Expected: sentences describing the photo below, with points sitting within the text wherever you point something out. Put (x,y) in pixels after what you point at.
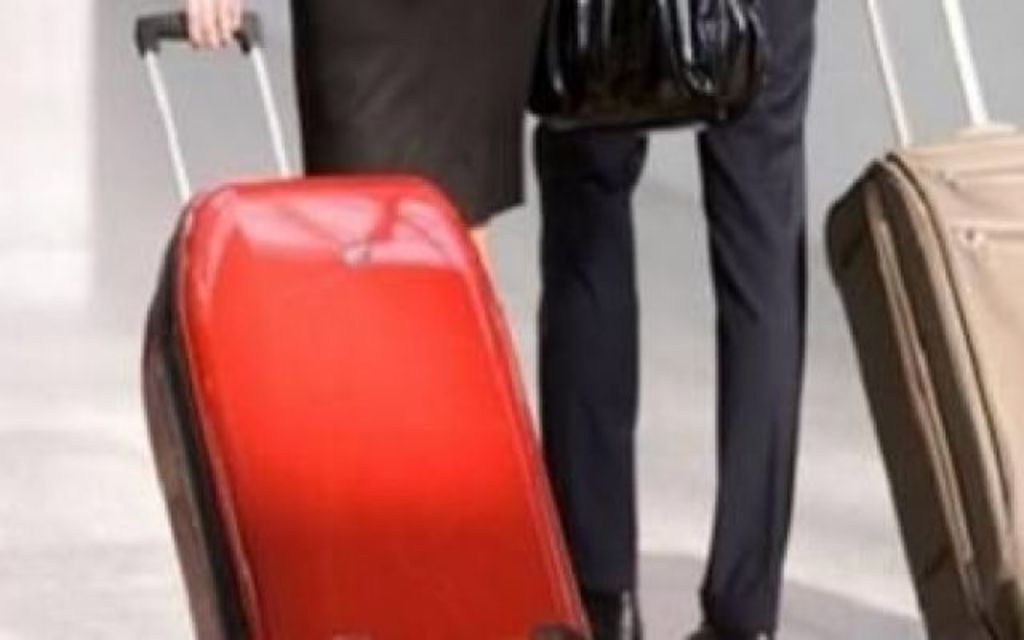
In this image, we can see a human legs (767,332) and human hand (212,15). The left side human (348,98) is holding a luggage (314,393) red color it is. The right side (779,325), human (788,316) is holding a cream color luggage (959,297). luggage bag (965,365). The top of the image (672,95), we can see black color bag (625,69) also.
